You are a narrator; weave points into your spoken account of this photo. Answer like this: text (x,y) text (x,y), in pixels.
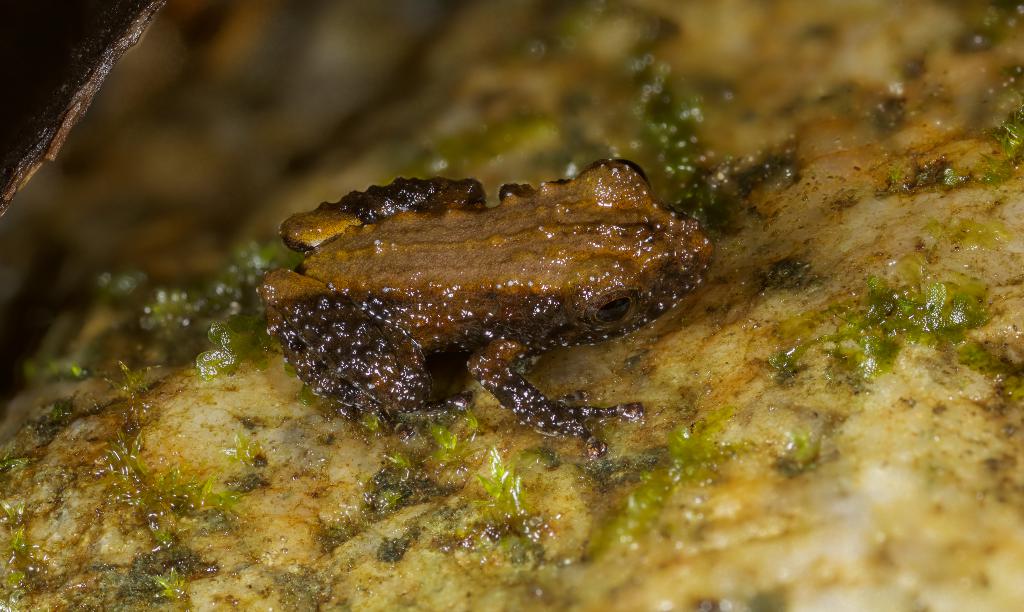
This image consists of a frog (466,198). It is in brown color.
